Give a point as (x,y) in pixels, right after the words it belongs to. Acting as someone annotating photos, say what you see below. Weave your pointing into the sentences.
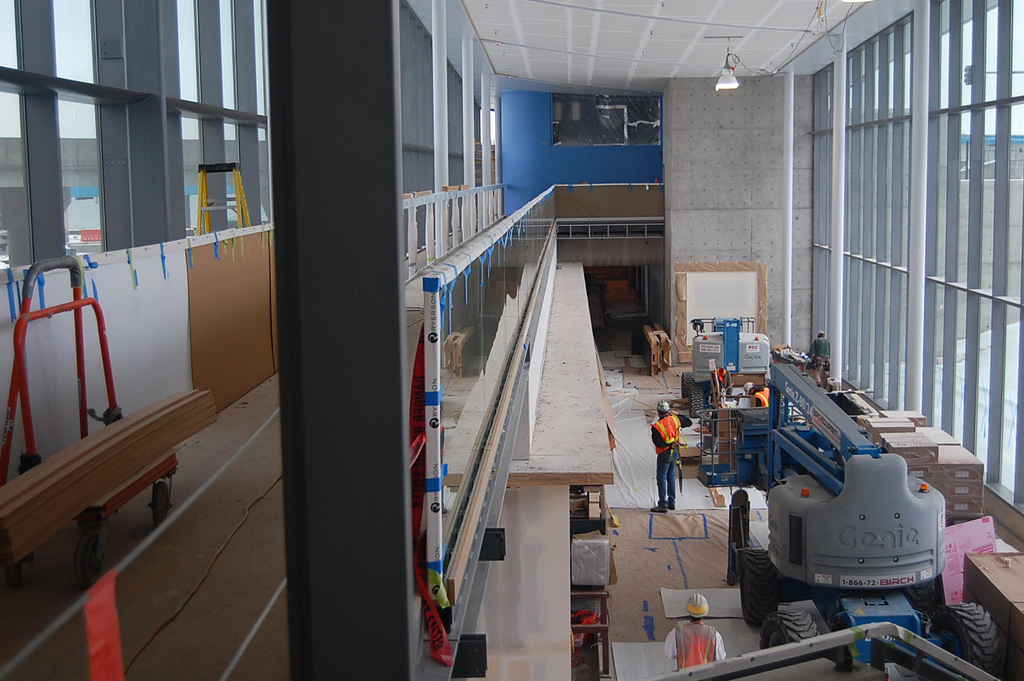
In this image there is a vehicle (834,545) in the middle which is carrying the things (723,405). At the top (640,58) there is ceiling (700,66) with a light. On the left side (263,490) there is a floor (239,402). On the floor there is a trolley (109,416). On the trolley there are wooden pieces (82,480). At the bottom (641,569) there are few workers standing on the floor (640,582). It seems like a machinery store. On the right side (843,187) there are pillars (911,280). At the bottom (954,473) there are boxes (936,448) kept one above the other.
